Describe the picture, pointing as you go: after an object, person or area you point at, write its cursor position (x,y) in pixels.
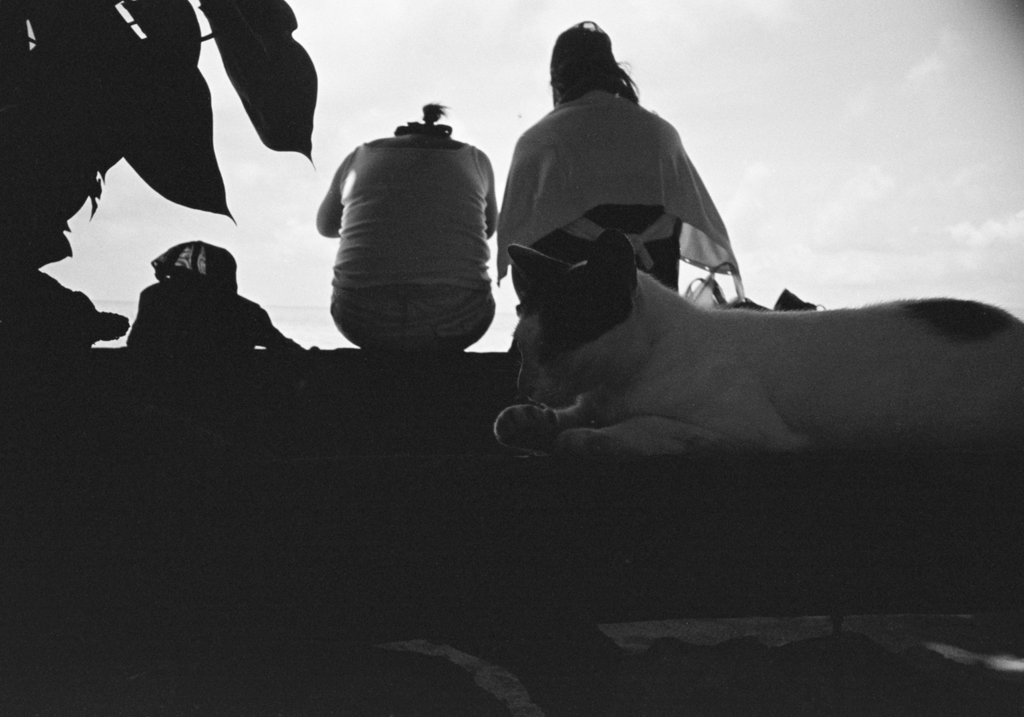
In this image we can see two people (473,313) sitting and there is a cat (857,402). In the background (685,263) we can see sky (427,88).
